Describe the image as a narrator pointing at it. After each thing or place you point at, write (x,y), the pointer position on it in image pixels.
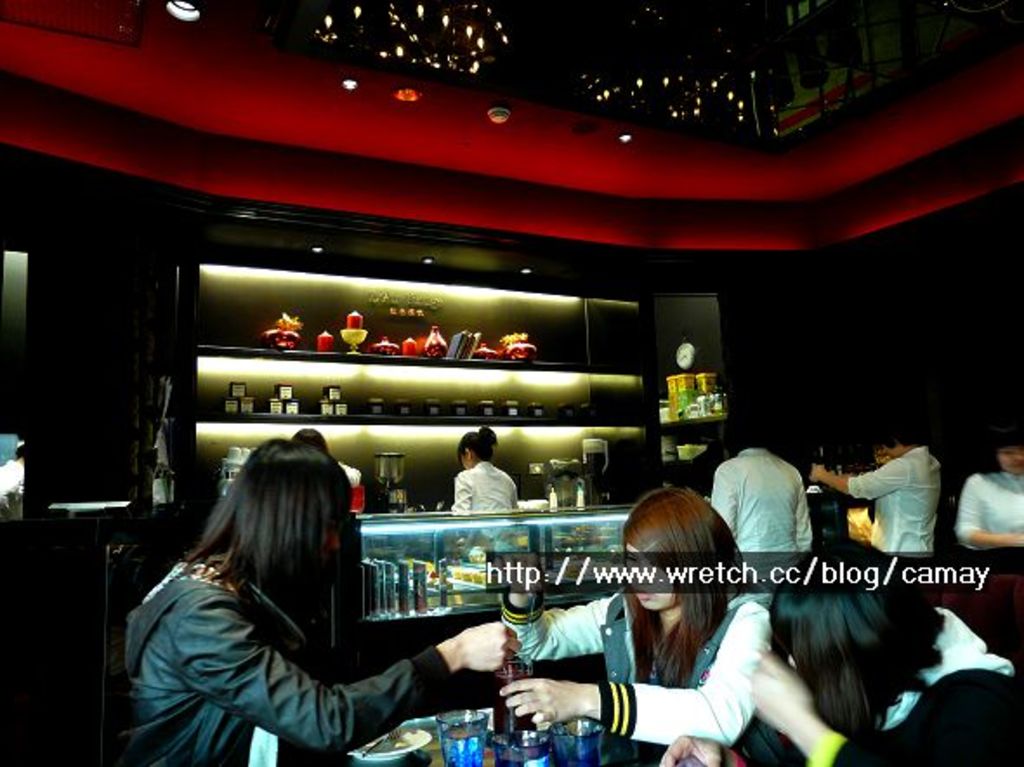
This is the picture of a room (1010,211). In the foreground (159,744) there are three persons (622,640) sitting at the table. There are glasses (585,751), a plate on the table (491,762). At the back (881,507) there are group of people (770,511) standing at the table (434,554). There is a person (510,499) standing behind the table (445,575). There are bottles (341,410), cups (577,404) and machines (568,474) in the cupboard (429,461). At the top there are lights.
